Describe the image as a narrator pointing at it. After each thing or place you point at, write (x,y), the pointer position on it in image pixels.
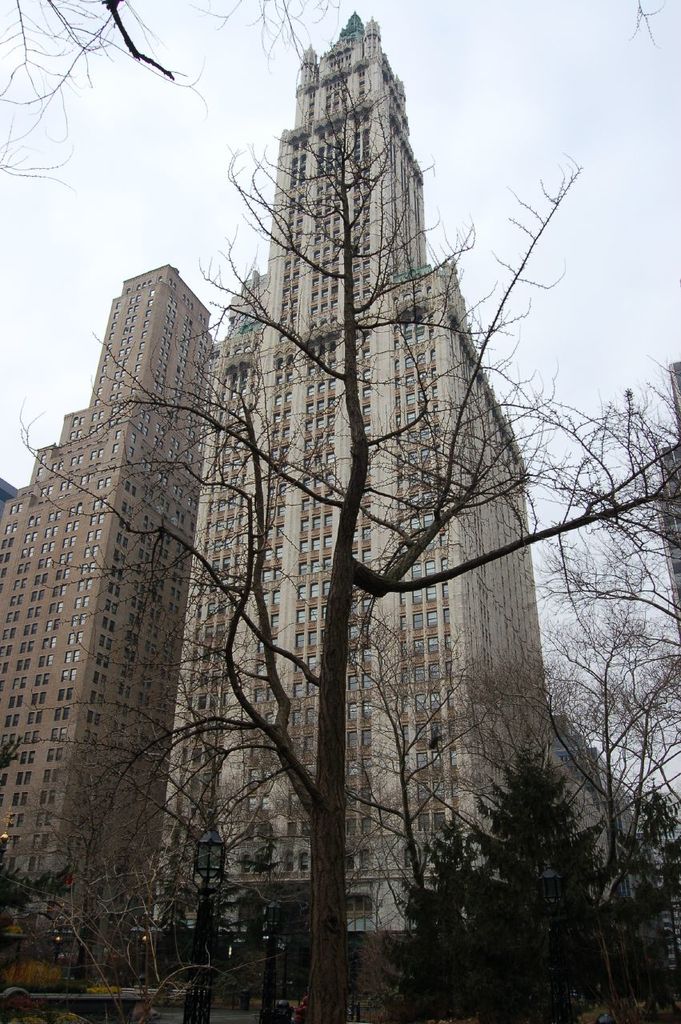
In this image we can see some trees (252,944), lights (211,891) and in the background of the image (222,524) there are some buildings (9,629) and clear sky (217,181).
